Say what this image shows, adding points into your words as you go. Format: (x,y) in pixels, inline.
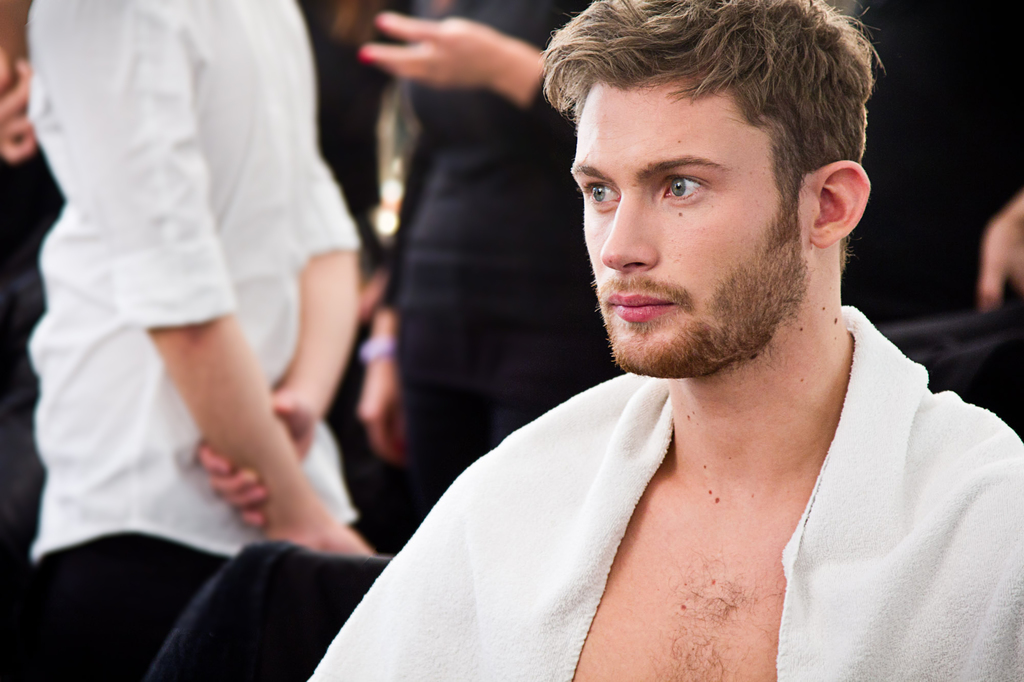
In this image in the foreground (797,368) there is one man (657,441) who is sitting, and in the background (380,379) there are some people (242,323) who are standing and also there are some chairs (279,608).
